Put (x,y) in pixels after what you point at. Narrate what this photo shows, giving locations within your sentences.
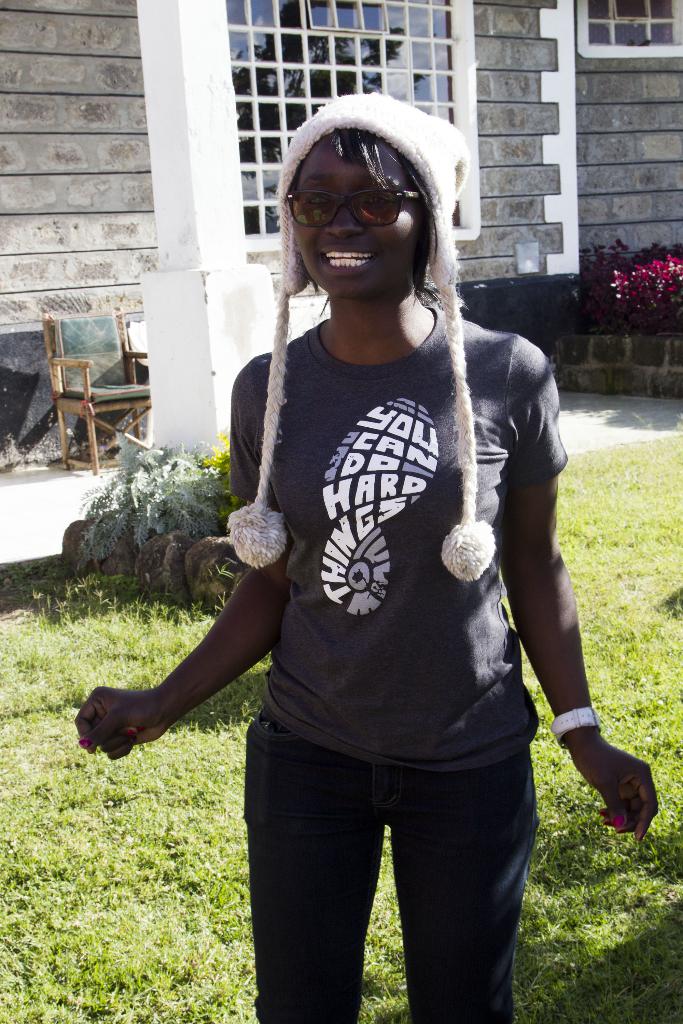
In the image we can see there is a woman (391,739) who is standing and she is wearing a white colour cap (416,151).
